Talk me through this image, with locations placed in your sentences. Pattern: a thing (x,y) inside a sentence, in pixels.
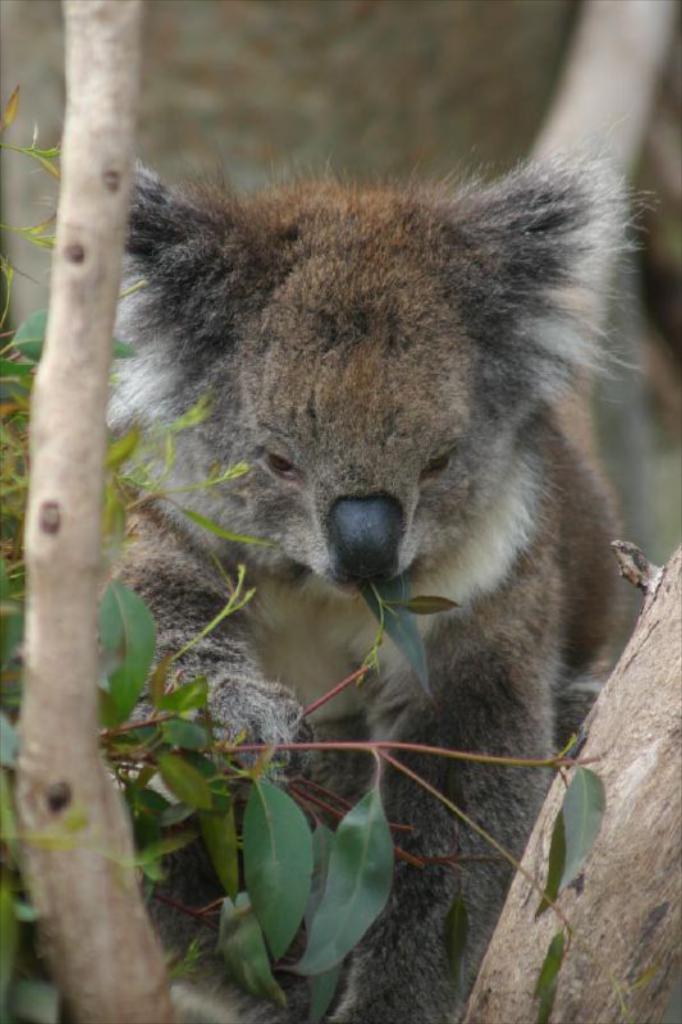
This image consists of a animal (389,753) in brown color. At the bottom (338,833), we can see a tree (534,910) along with the leaves (219,847). The background (224,115) is blurred.
